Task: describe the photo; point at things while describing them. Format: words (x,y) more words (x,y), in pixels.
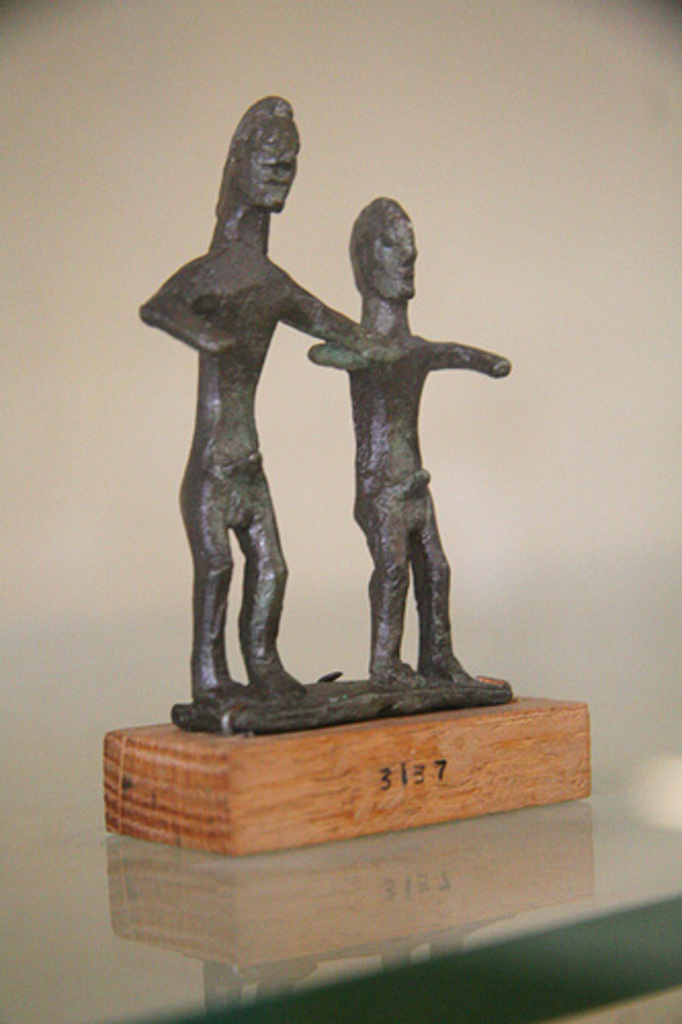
In this image we can see there is a sculpture (226,553) on the wooden base (376,757) and there is a glass (435,872) and a white background (38,258).
